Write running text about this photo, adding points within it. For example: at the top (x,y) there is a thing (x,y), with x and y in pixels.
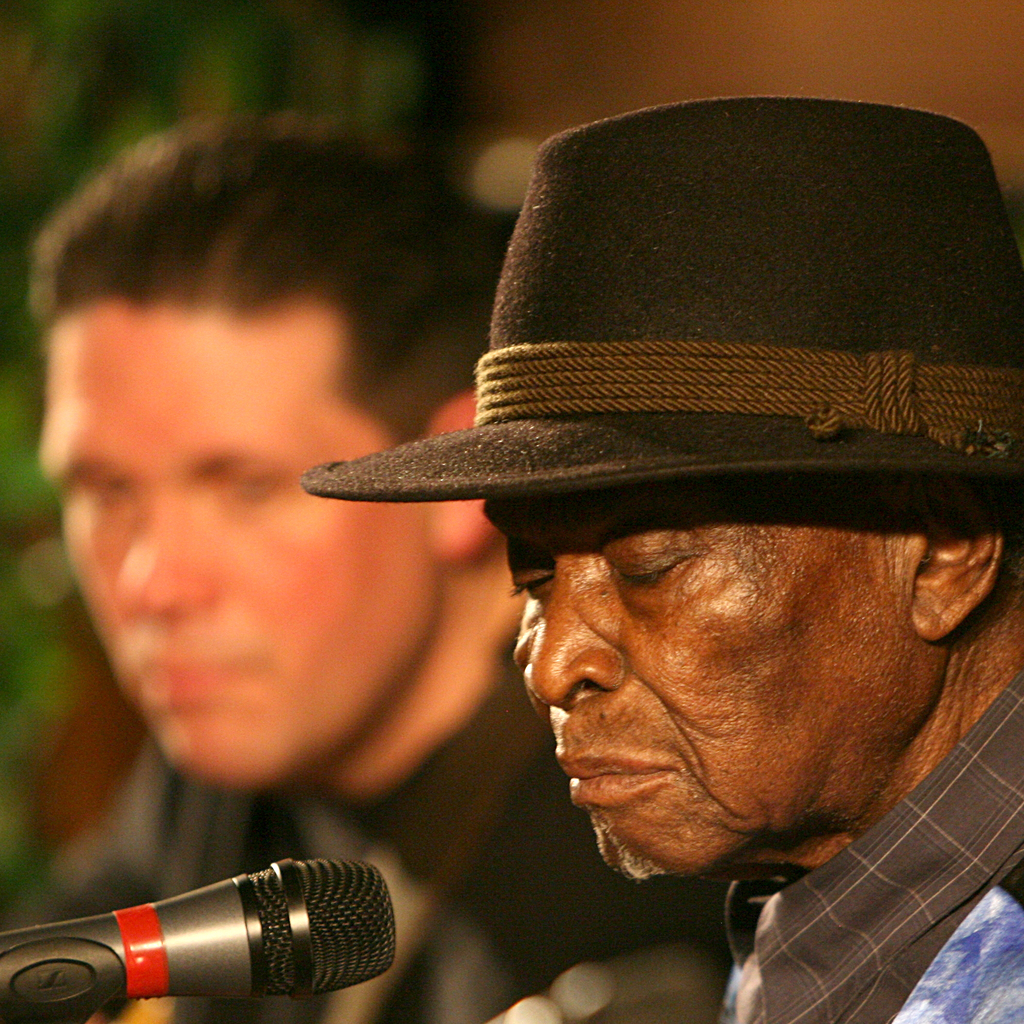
In this image, on the right side (931,524), we can see a man (985,621) wearing a black color hat (933,369) is in front of a microphone (3,1006) which is in the left corner (144,961). In the background (331,746), we can see a man (651,919) and green color.
